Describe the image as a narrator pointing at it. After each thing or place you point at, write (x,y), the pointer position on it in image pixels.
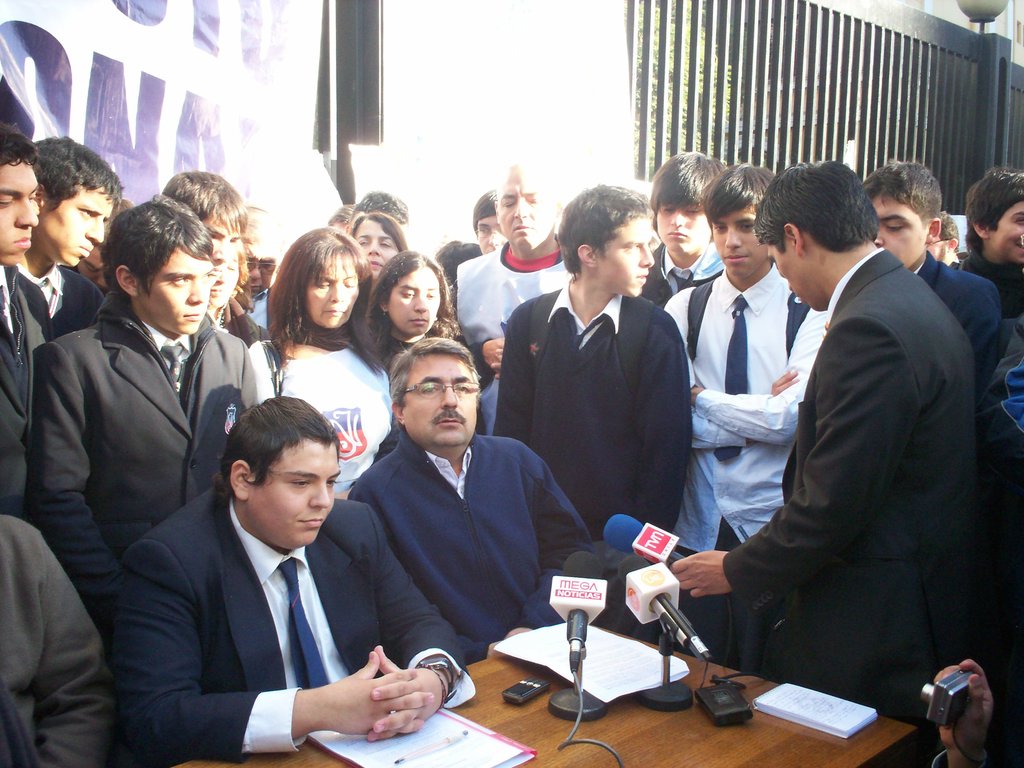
In this picture we can see some people (243,312) standing in the background (770,293), there are two persons (451,542) sitting in front of a table (647,736), we can see microphones (678,629), papers (595,673), a file (479,746) and a book (784,712) present on the table (670,740), this man (806,559) is holding a mike (653,547).
